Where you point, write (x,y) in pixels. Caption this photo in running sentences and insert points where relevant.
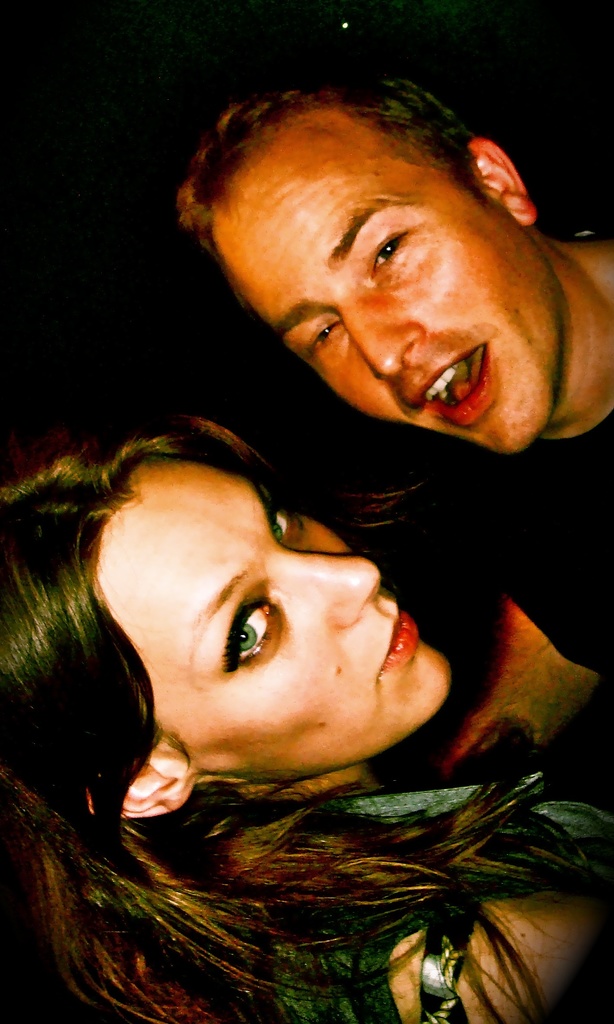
In this image, we can see two people (431,292) man (419,299) and woman (428,690). On the right side (412,281), we can see a man (511,305) wearing black color shirt (534,551). On the left side (123,611), we can see a woman (306,875). In the background (212,31), we can see black color.
